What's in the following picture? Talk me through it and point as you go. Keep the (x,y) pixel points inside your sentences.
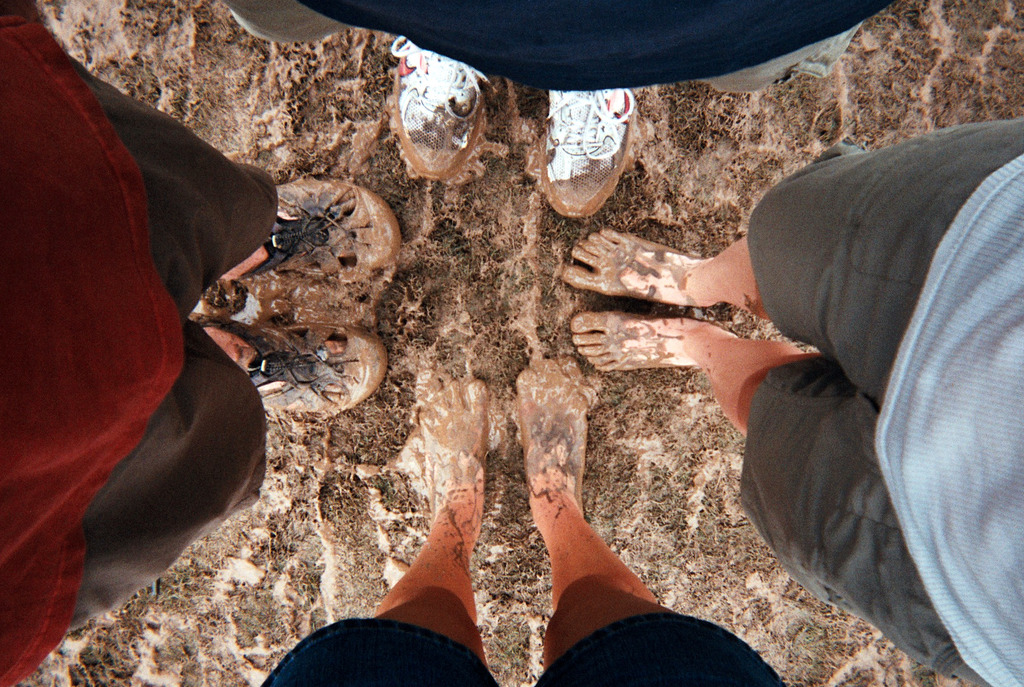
In the image there are four people (147,232) standing around on the wet mud floor (499,286) with mud (426,250) all around their feet (481,424).
